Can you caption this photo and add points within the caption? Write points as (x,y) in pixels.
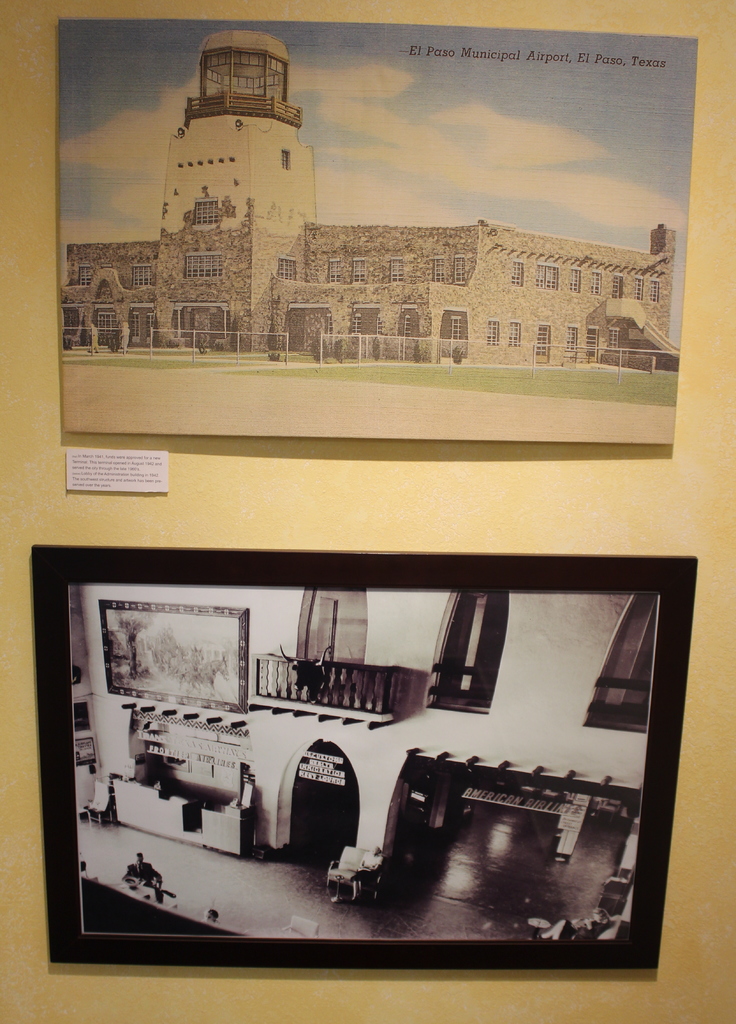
In the picture I can see two photos (395,652) attached to the wall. In these photos (471,596) I can see buildings (444,734), the sky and some other things (318,764). The photo frame (280,885) in the below are black and white in color.
